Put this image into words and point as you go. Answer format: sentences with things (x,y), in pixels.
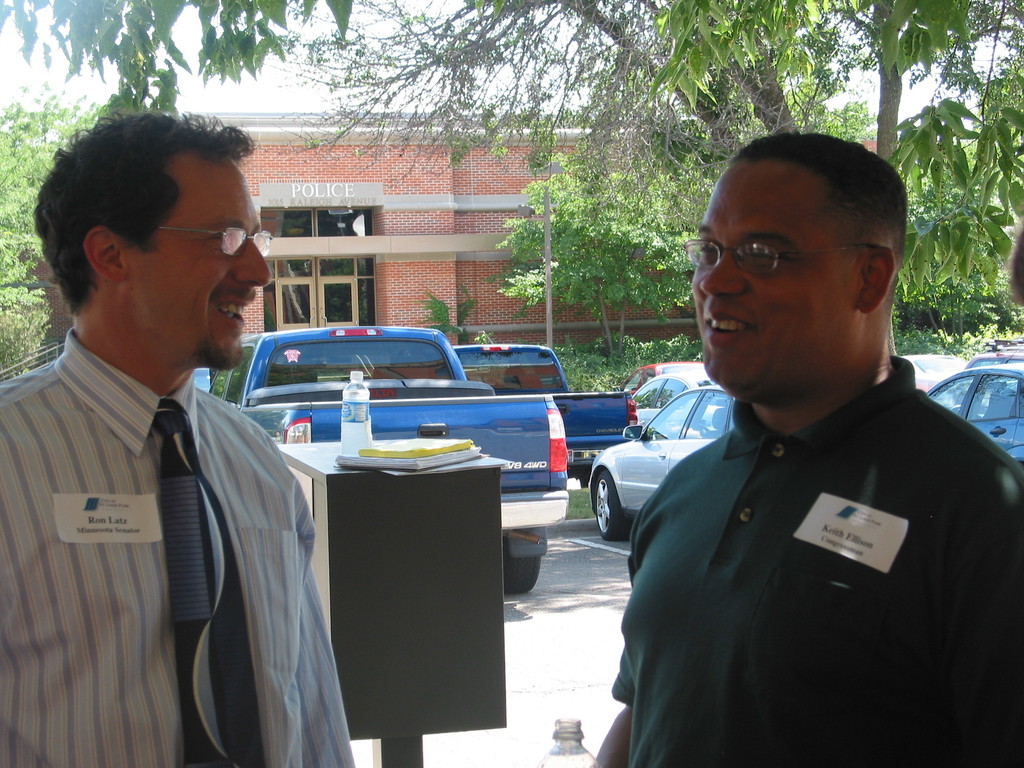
In this picture I can see couple of men (43,377) standing and I can see a bottle (344,449) and couple of books (396,456) on the mailbox (336,579). I can see few cars (696,382) and a truck (338,430) parked and a building (431,222) in the back (476,159). I can see trees (450,142) and a man (846,269) holding a bottle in his hand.
